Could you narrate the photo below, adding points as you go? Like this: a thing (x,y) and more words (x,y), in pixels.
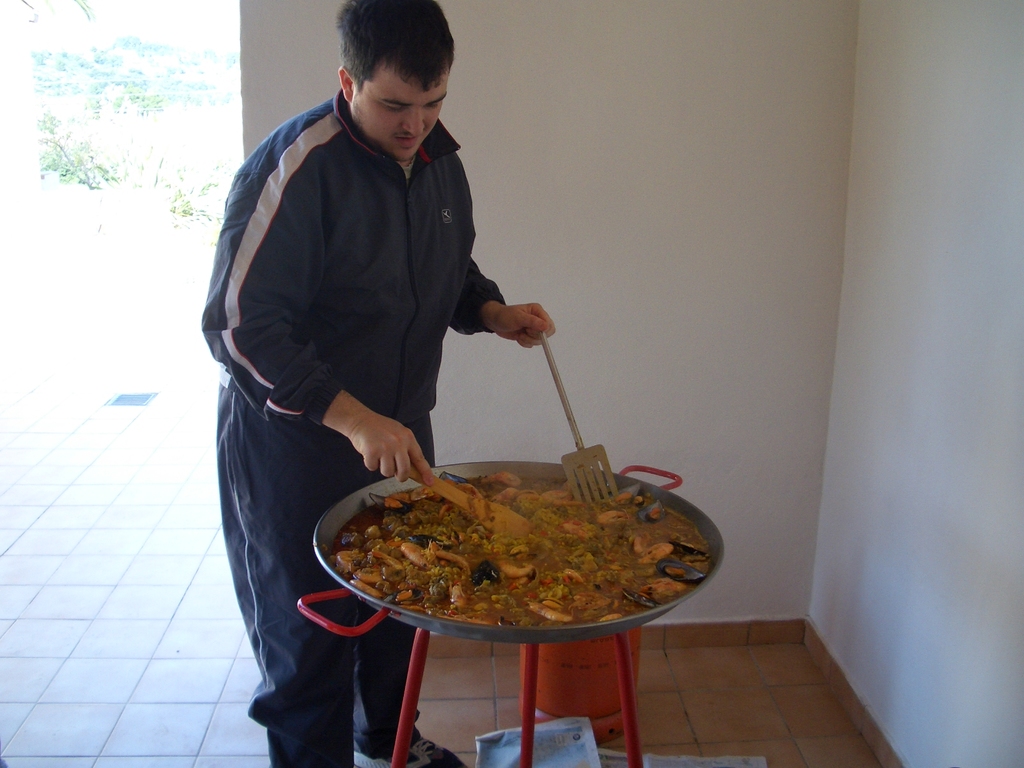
In this image we can see a person (285,309) standing and cooking the food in a pan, also we can see a cylinder (591,710) and some objects (592,753) on the floor (647,668), there are some plants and the wall (870,176).
